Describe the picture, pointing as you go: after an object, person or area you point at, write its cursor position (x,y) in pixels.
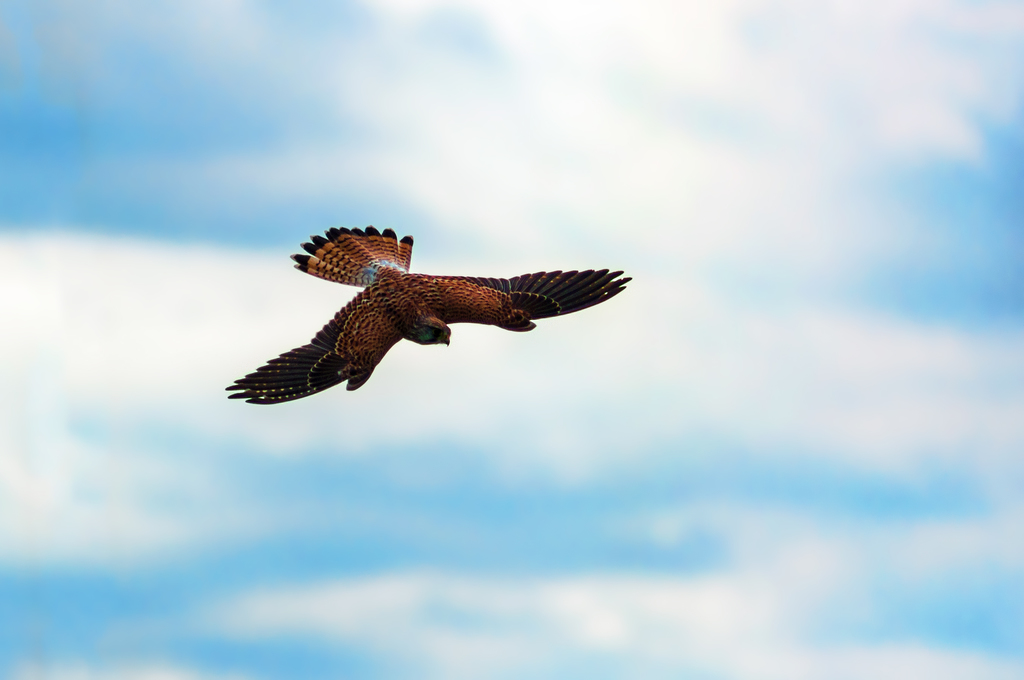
In this picture I can observe a kestrel (425,329) flying in the air (388,368). This kestrel (339,355) is in brown and black color. In the background (261,445) I can observe a sky (480,116) with some clouds (514,109).
